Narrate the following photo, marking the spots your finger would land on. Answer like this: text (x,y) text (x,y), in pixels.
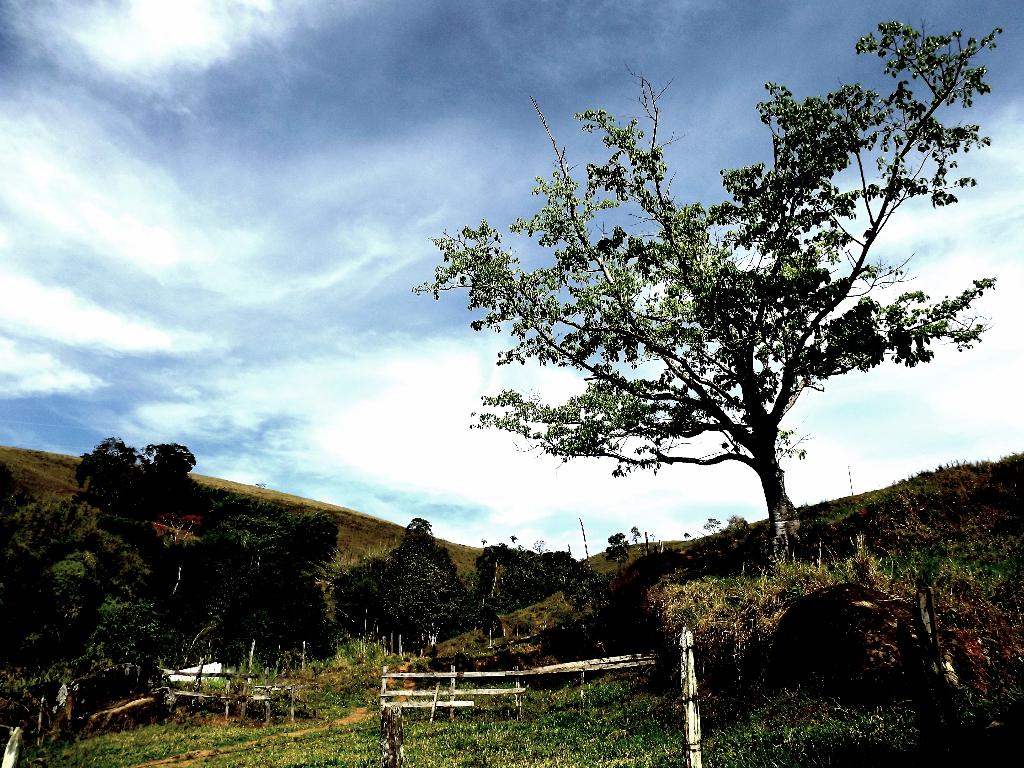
In this picture we can see trees (356,582) and wooden objects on the ground (709,598) and in the background (403,491) we can see sky (389,497) with clouds (254,441).
